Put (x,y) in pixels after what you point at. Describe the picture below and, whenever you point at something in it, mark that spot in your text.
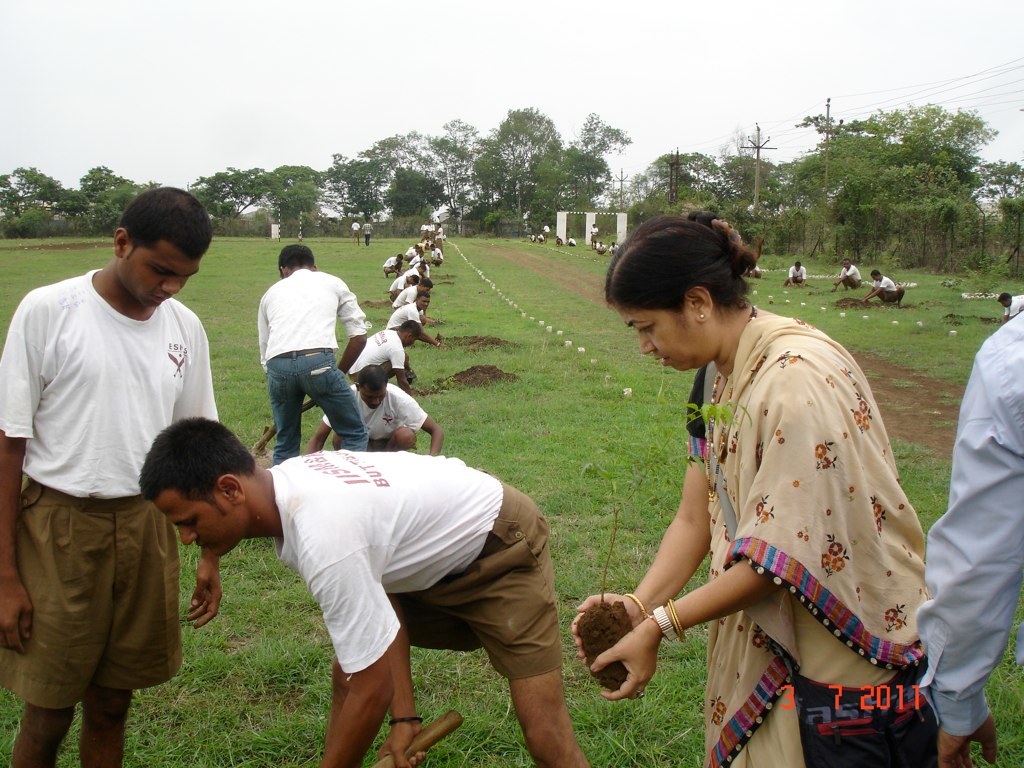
In this image, we can see a few people (962,702) who are standing and sitting on the ground (592,447) which is covered with grass (452,414). Among them, we can see a lady (838,354) in the front (731,248) who is holding a plant (620,505). We can also see some trees (516,159) and poles (758,139) with wires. We can also see the sky (847,110).
